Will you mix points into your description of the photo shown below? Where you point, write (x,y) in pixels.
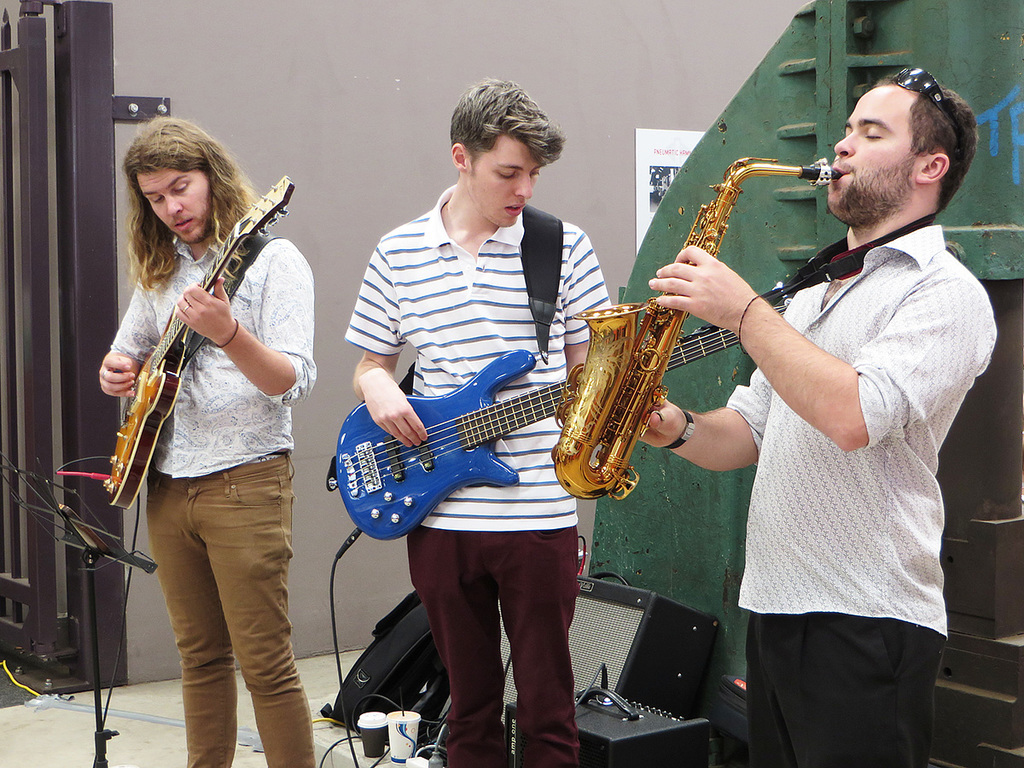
In this picture we can see three men (872,550) standing, two men (551,379) on the left side (217,348) are playing guitars (349,439), a man (856,548) on the right side (864,536) is playing a saxophone (633,432), in the background (384,101) there is a wall (321,65), we can see a bag (405,656) and two cups (414,744) at the bottom (363,745).
